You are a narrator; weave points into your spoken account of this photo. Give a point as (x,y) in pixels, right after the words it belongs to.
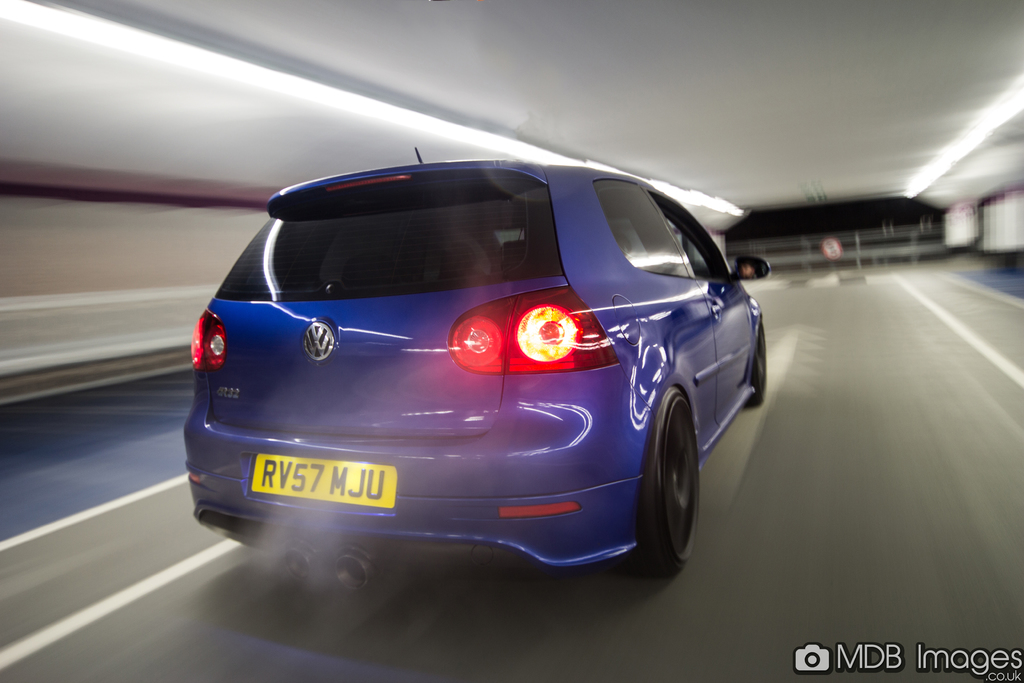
This is an inside view of a tunnel (960,254). We can see a car (546,475) on the road (801,609). On the side mirror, we can see a person's reflection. In the background (790,251), we can see board (839,239) and rods (874,237). In the bottom right corner (955,660), there is a watermark (943,671) in the image.
